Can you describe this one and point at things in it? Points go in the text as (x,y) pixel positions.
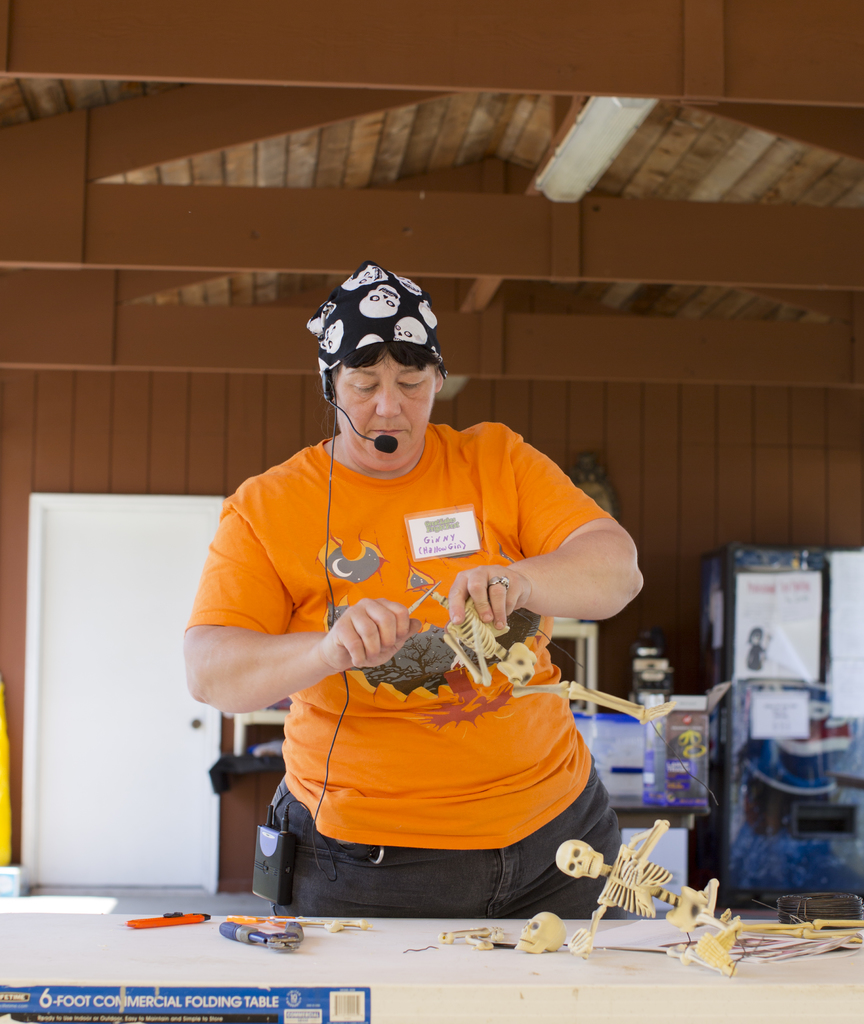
In this image I can see a person (436,578) is standing and I can see this person (301,558) is wearing orange colour t shirt (432,725), black pant (553,842) and I can also see a black colour cloth (370,344) on the head (376,369). I can see this person (376,369) is holding a skeleton (470,634). In the front of her I can see a white colour table (383,967) and on it I can see a skeleton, a skull (530,939) and few tools (200,919). In the background (718,575) I can see few blue colour things (828,588), few boards (754,616) and on the top of this image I can see a white colour thing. On the bottom left corner of this image (15,1020) I can see something and on the left side (68,751) I can see a white colour door (137,720).
